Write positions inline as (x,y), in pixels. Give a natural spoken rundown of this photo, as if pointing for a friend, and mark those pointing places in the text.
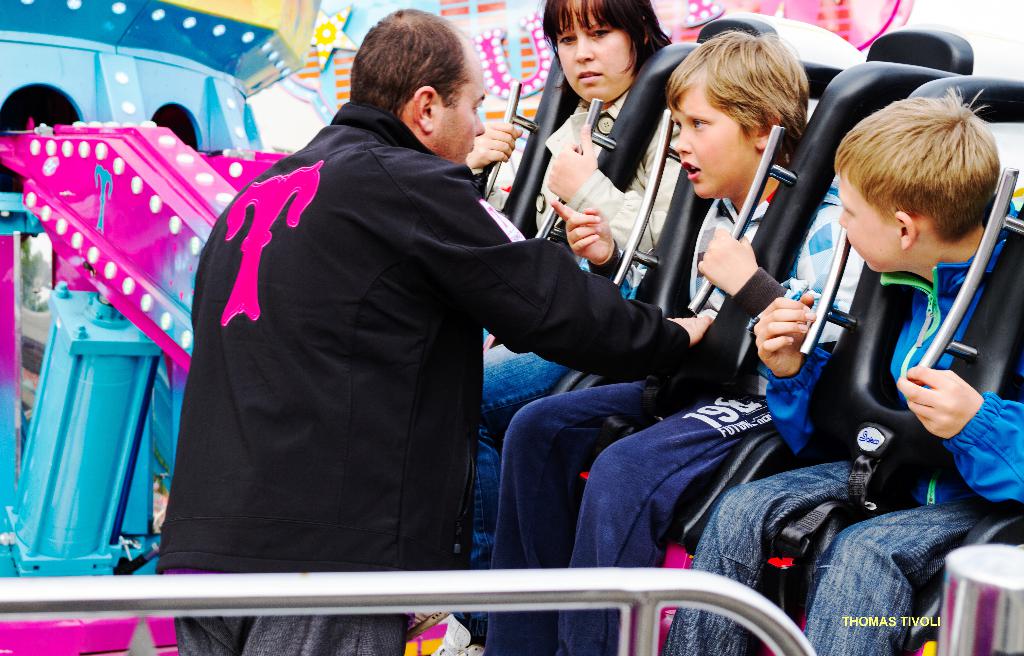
In this image, we can see few people (592,350). Few people (874,536) are sitting on the seats (770,461) of a ride (853,488) and holding rods (817,334). Here a person (400,364) is standing. At the bottom (433,600), we can see a silver rod (676,601). Right side (880,623) bottom, we can see a watermark (864,616).
